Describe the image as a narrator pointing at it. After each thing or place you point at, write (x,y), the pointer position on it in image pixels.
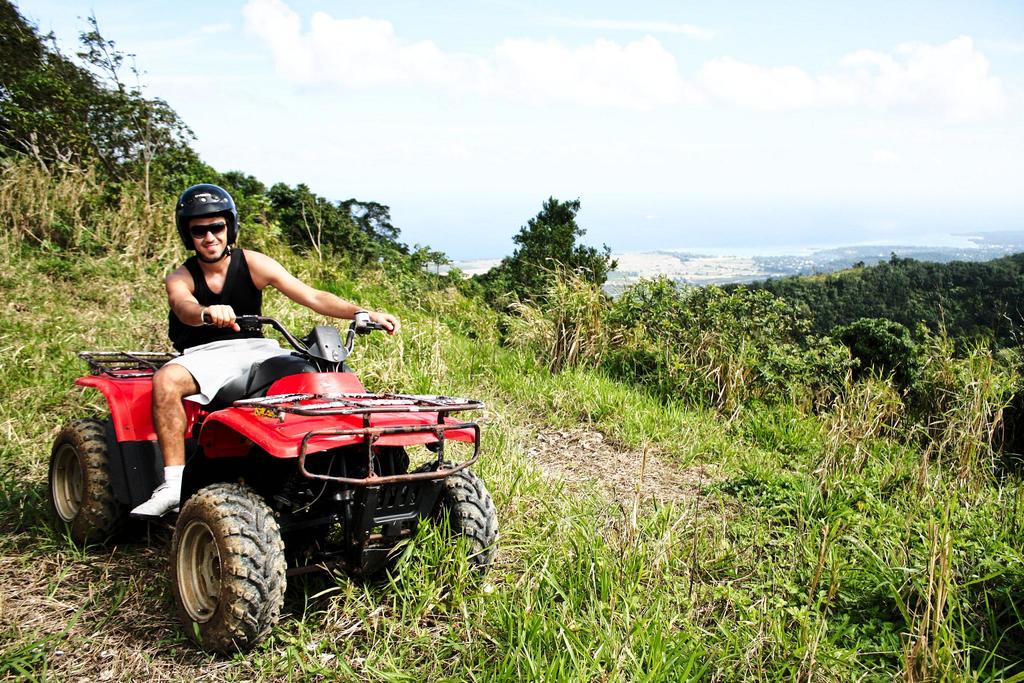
On the left side of the image (263,359) we can see a man (251,363), he is seated on the vehicle (302,406), he wore spectacles (221,229) and a helmet (190,235), in the background (413,382) we can see few plants (643,329), trees (823,328) and clouds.
